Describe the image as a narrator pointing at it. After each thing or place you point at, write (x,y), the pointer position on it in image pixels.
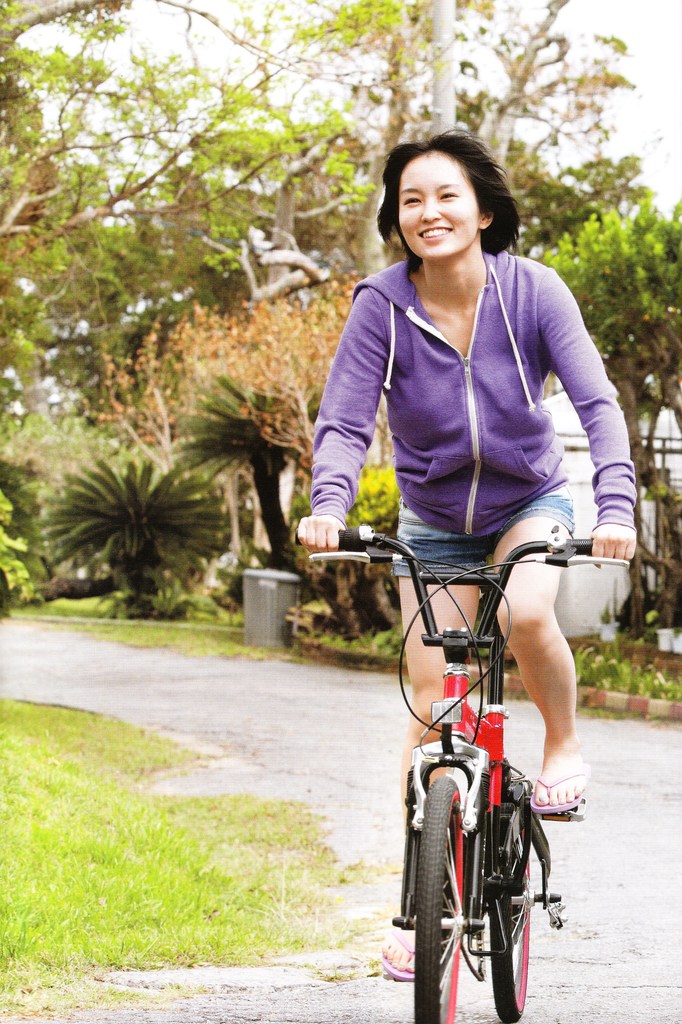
This picture shows a woman (417,692) riding a bicycle (454,574) and we see few trees (179,331) and plants (238,596) on a back.
